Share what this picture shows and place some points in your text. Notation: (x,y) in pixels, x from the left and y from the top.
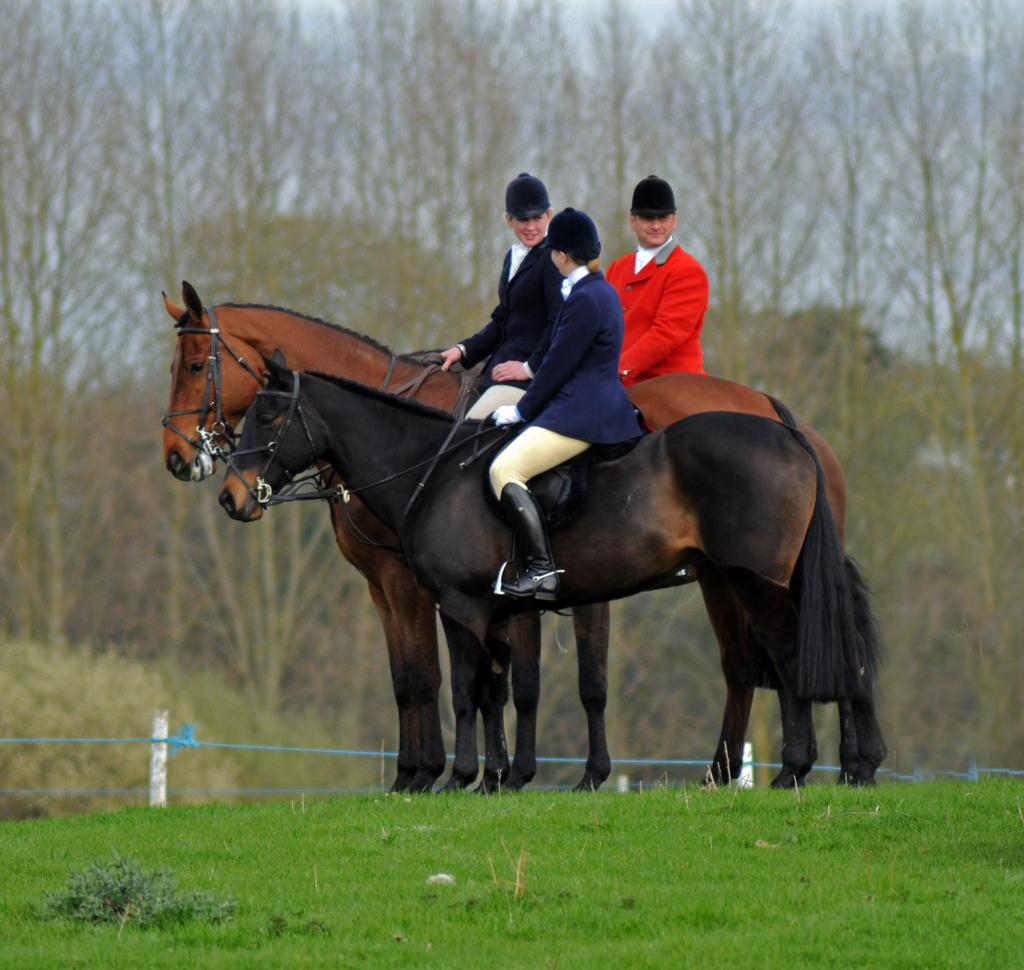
In this image we can see three persons (523,311) riding the horses (347,367) in the ground (493,856) and in the background (267,789) there is a fence (178,747) to the pole (163,760) and there are few trees (126,315) and the sky (782,39).
